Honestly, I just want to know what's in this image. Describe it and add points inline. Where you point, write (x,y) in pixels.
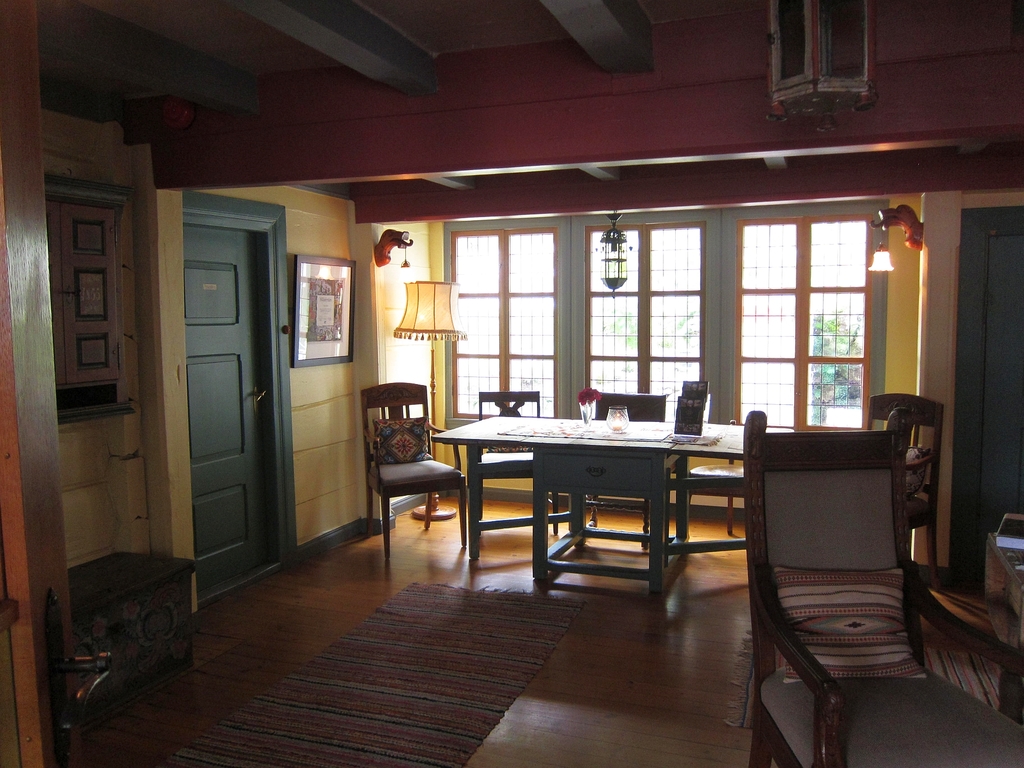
In this picture I can see the room (902,720). In that room (741,674) I can see the tables (601,444), chairs (815,520) and lamps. On the table (588,449) I can see the water glass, flowers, mat (637,429), pamphlet (690,430) and other objects (687,442). Beside that there is a window (783,349). Through the window (799,368) I can see some plants (683,333). On the left (310,339) I can see the frame (313,296) which is placed near to the green color door (245,390). On the right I can see the box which is kept near to the door (1017,467). In the bottom left corner (124,666) there is a chest (106,619).
